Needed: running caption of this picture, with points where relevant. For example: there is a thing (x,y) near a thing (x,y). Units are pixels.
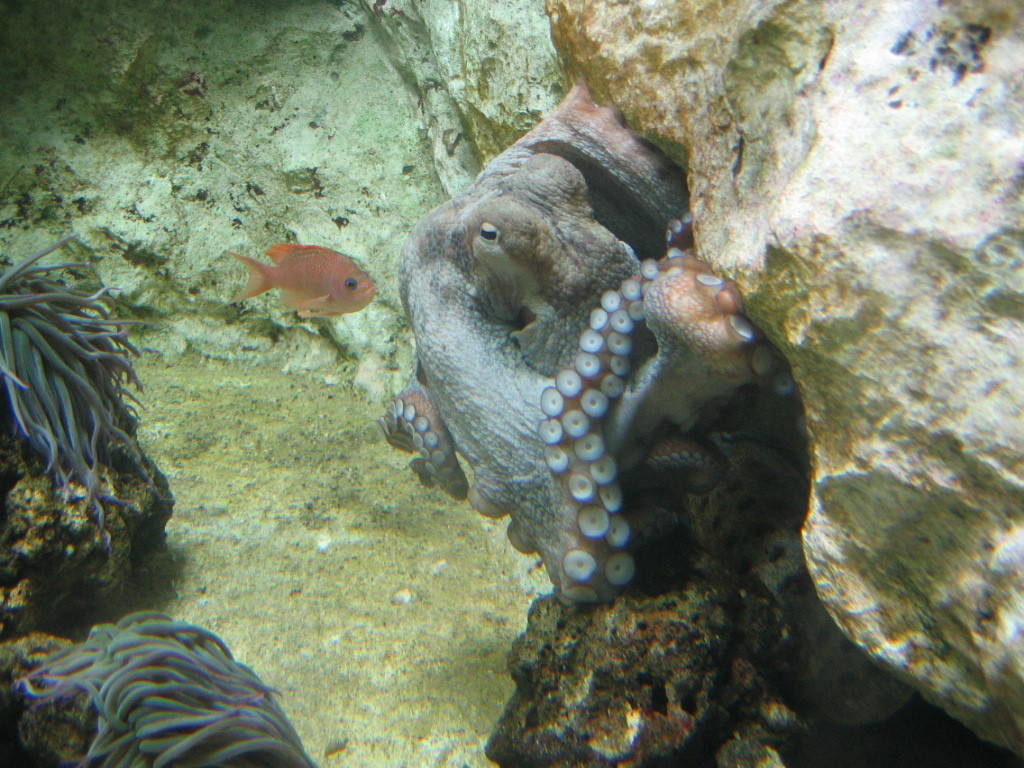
In this image I can see a fish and there is a rock (903,285) visible on the right side (910,297), and there are some sea animals (501,397) visible in the middle (524,329).
